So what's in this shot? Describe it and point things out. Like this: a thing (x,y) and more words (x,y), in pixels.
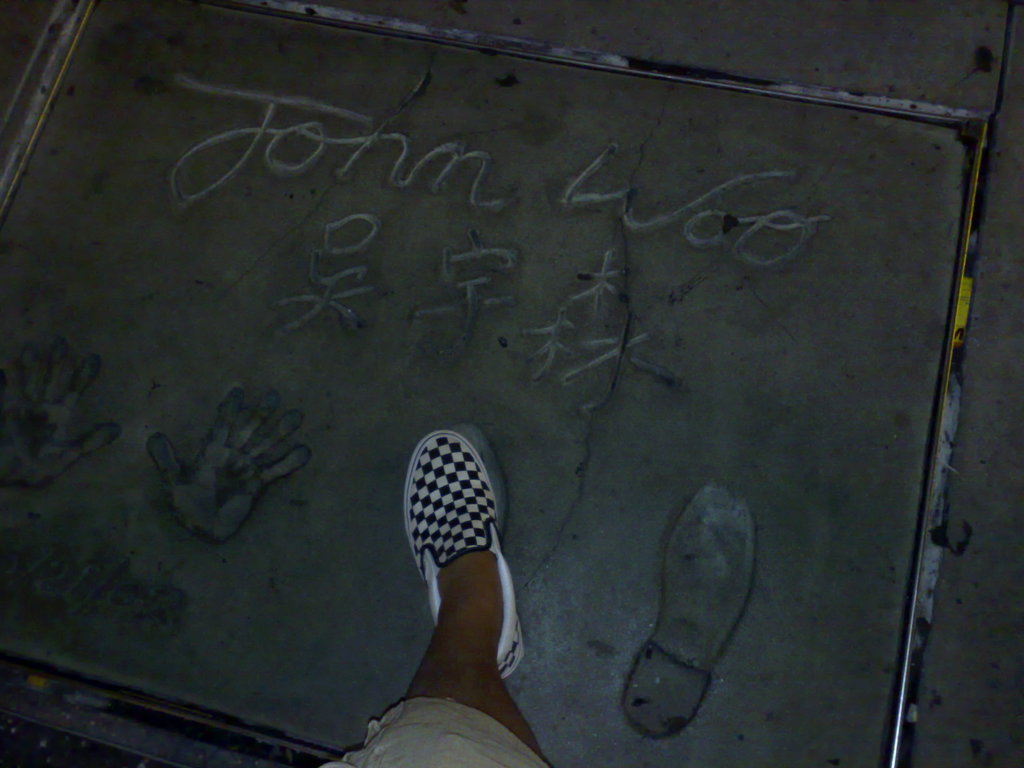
This image consists of a man (431,674) walking. At the bottom (567,531), there is road (670,362). He is wearing white and black color shoes (456,515).
